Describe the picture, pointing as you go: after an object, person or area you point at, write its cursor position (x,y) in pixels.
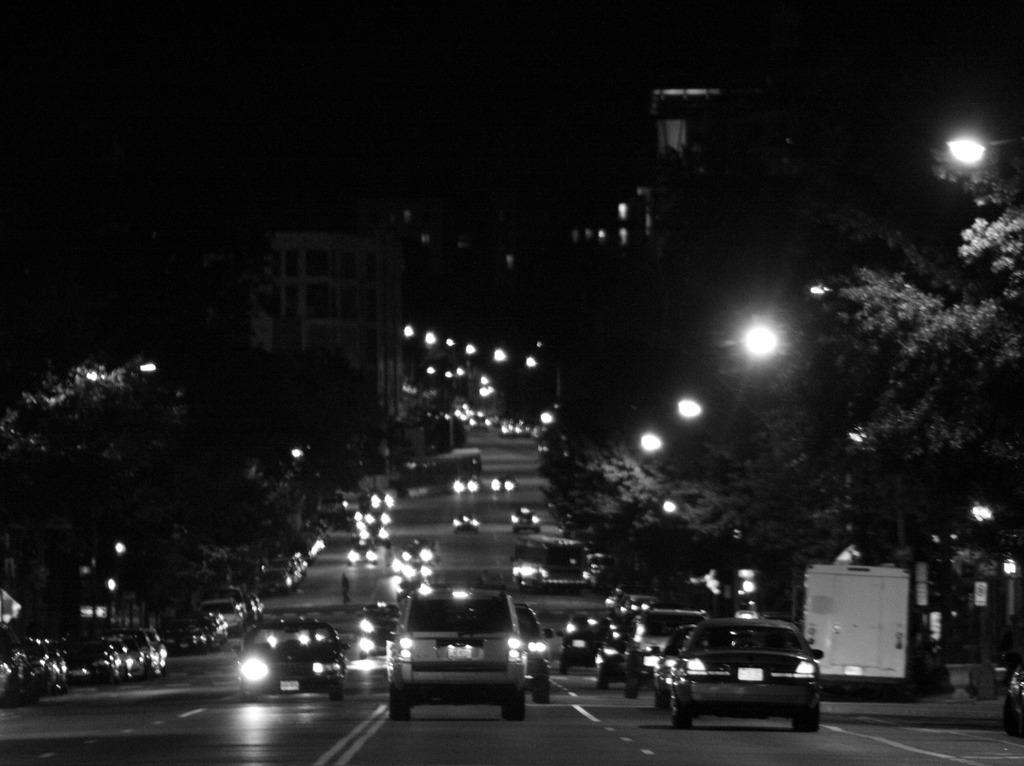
This is a black and white picture. At the bottom (473,747), we see the road (507,723). We see the vehicles (540,654) moving on the road (594,588). On the right side (837,465), we see the trees (892,431) and the street lights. On the left side (259,564), we see the trees (120,505), street lights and the vehicles (63,668) parked on the road (181,684). There are trees (355,389), buildings (391,364) and street lights (406,332) in the background (603,306). In the background (174,212), it is black in color. This picture might be clicked in the dark.
